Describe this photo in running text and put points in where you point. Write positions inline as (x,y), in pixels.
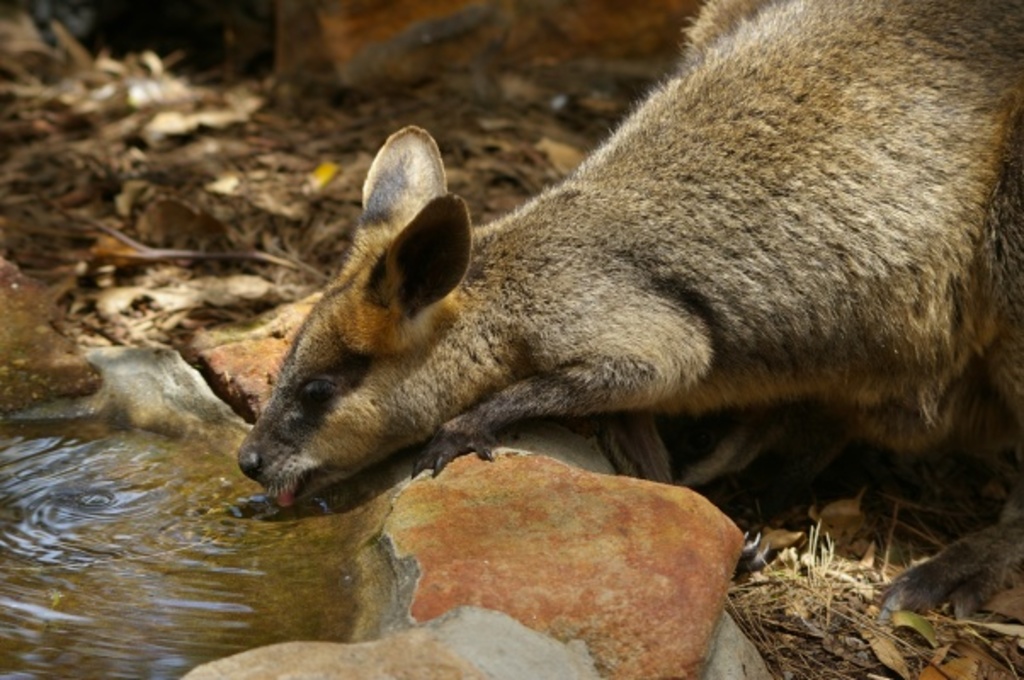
In the picture we can see an animal (931,563) drinking water (101,641) and around the water (219,639) we can see some rocks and behind it we can see some twigs (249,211), and dried leaves (319,144) on the surface (486,176).
